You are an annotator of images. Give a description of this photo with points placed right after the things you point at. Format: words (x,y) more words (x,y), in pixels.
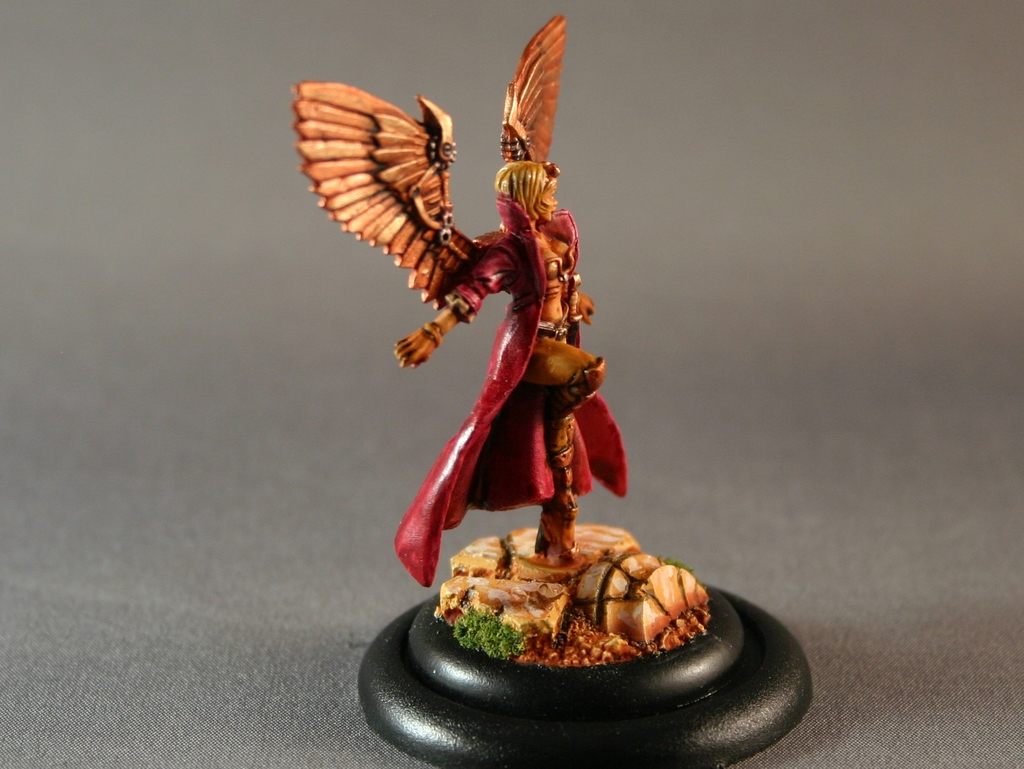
In the center of the image (481,264) there is a toy (559,317) placed on the table (829,541).
